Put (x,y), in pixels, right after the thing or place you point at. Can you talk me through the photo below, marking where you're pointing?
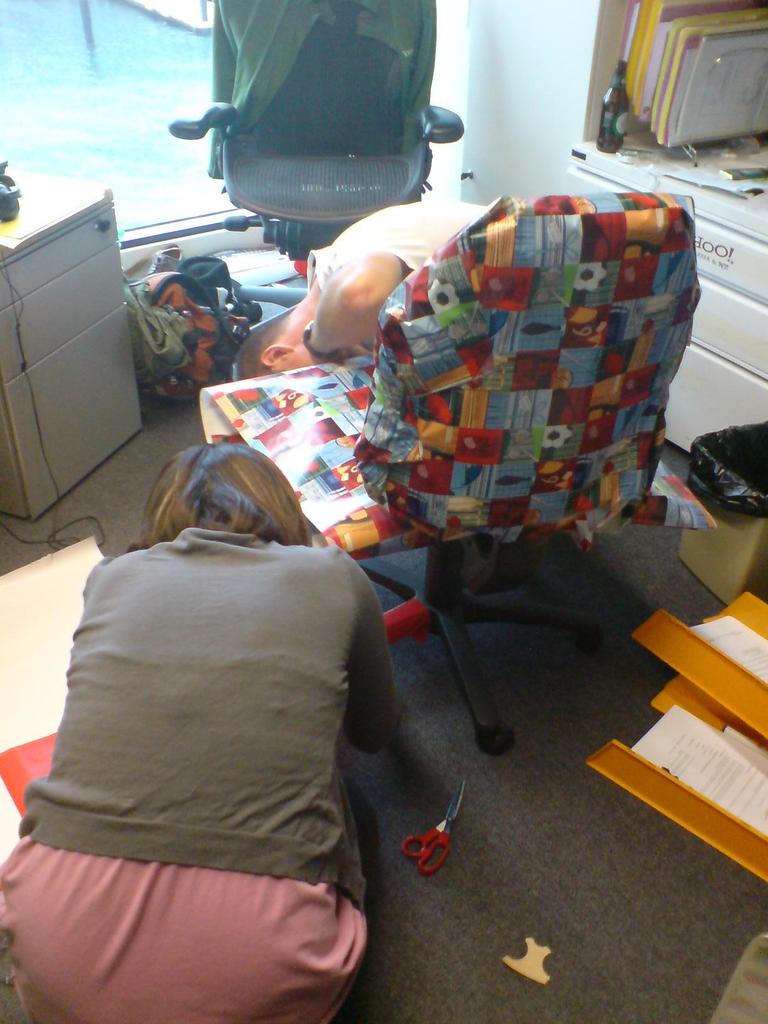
this picture shows two chairs (648,201) and two people (200,479) and few books (709,15) and a scissors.
